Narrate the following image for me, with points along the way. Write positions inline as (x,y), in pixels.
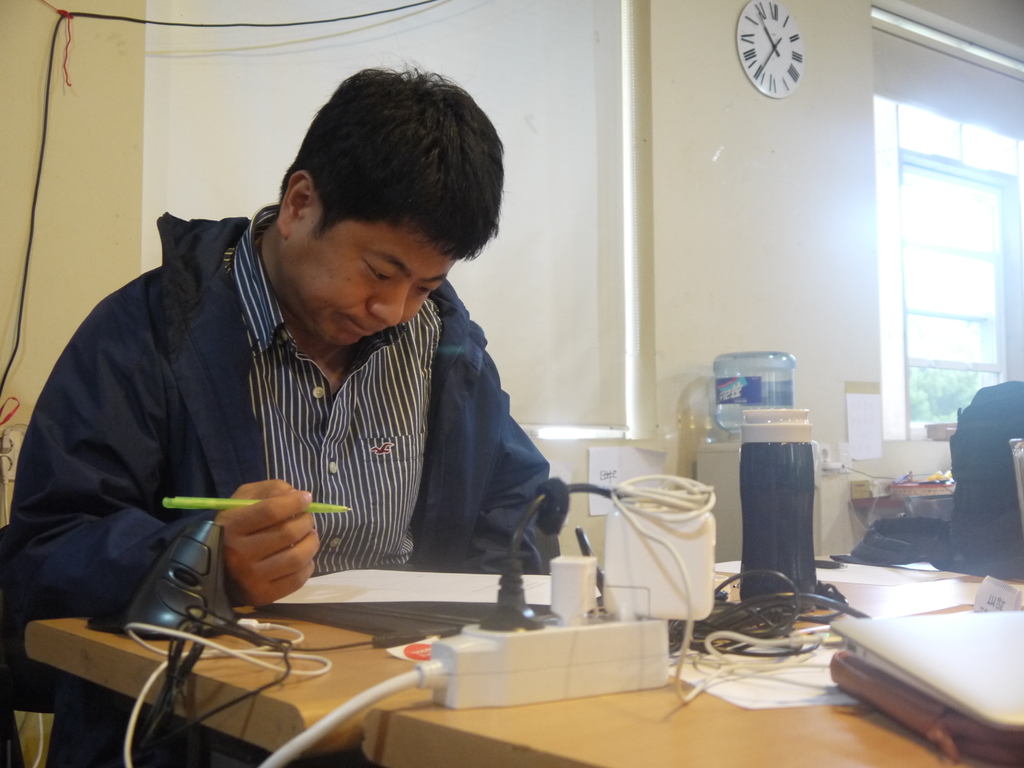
this picture shows a man (283,463) seated and writing with the pen (173,504) and we see some papers (364,585), laptop (910,618) and books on the table (203,686) and we see a water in a water bottle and a wall clock (770,78) on the wall (809,65).
